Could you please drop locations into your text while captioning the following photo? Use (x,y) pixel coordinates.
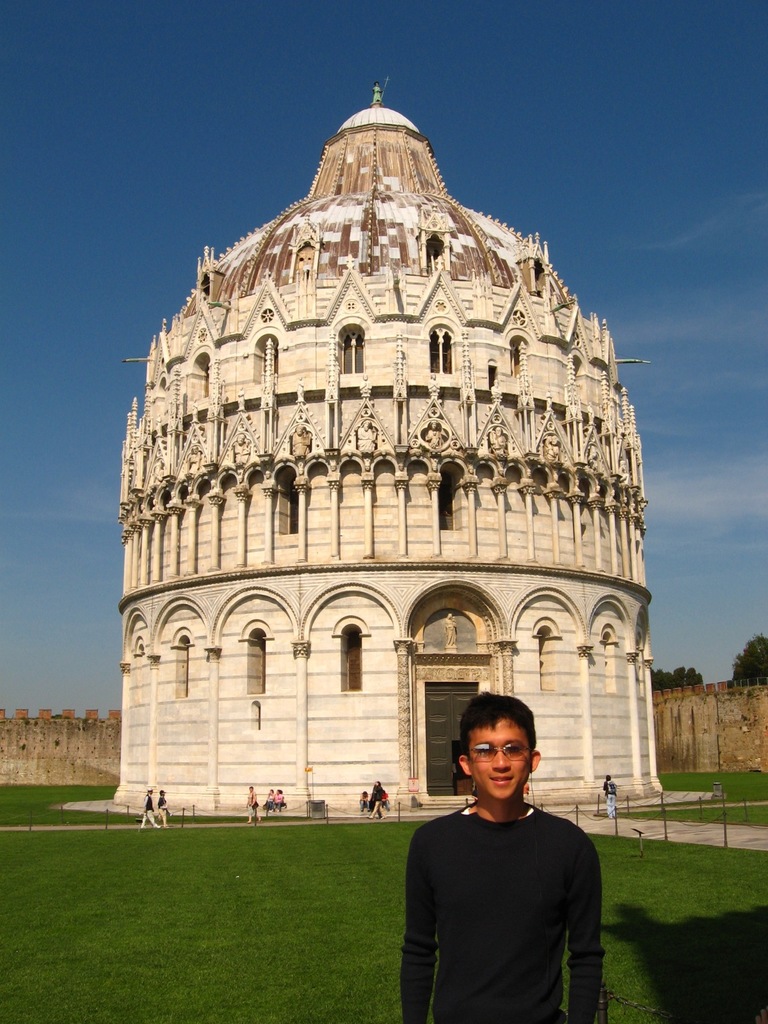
In the center of the image (384,350), we can see a building (383,383) and in the background (71,754), there are people (373,815) and we can see fences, trees (668,673) and there is a wall (89,759). At the top (249,80), there is sky (294,87) and at the bottom (161,955), there is ground (185,931).
